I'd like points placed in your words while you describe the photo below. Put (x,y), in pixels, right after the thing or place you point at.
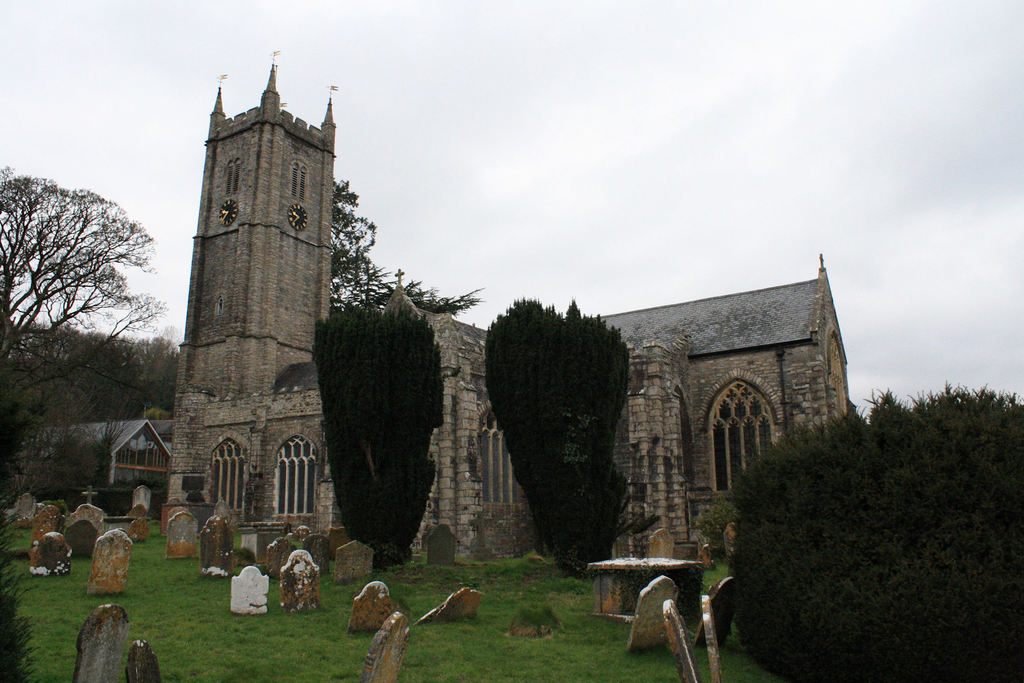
In the image there is a church (461,485) in the back (505,460) with trees (405,375) in front of it and a cemetery (372,672).
